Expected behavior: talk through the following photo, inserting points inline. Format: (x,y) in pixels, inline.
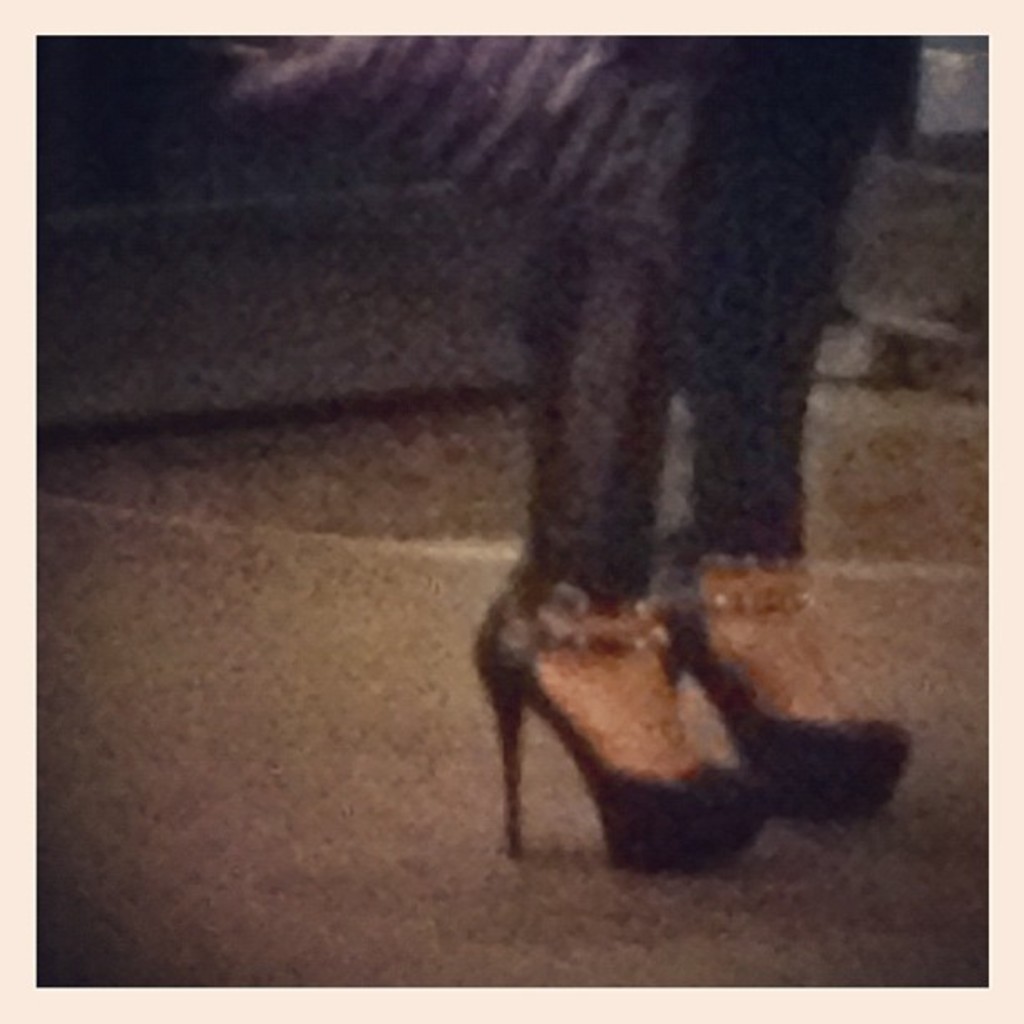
This image consists of a legs (645,465) of a person (591,618). They are wearing shoes (564,730).
